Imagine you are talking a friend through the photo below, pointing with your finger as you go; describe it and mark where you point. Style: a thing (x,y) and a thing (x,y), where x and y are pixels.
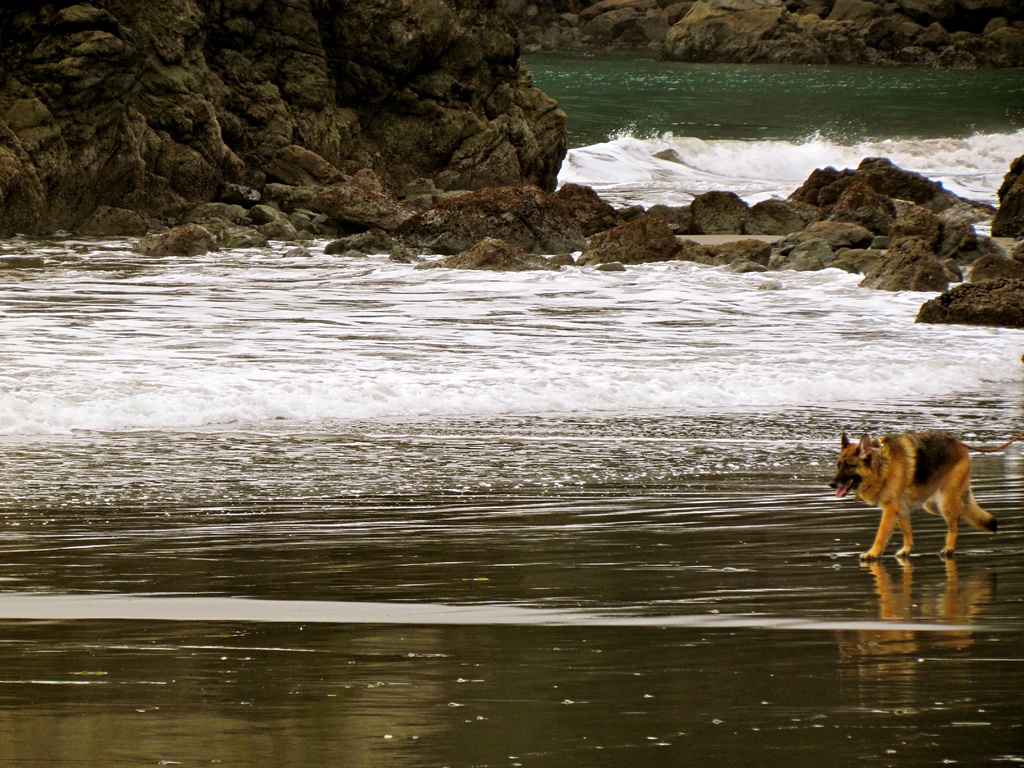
We can see a dog (926,498) walking and we can see water (711,162), rock (418,114) and stones (793,232).
